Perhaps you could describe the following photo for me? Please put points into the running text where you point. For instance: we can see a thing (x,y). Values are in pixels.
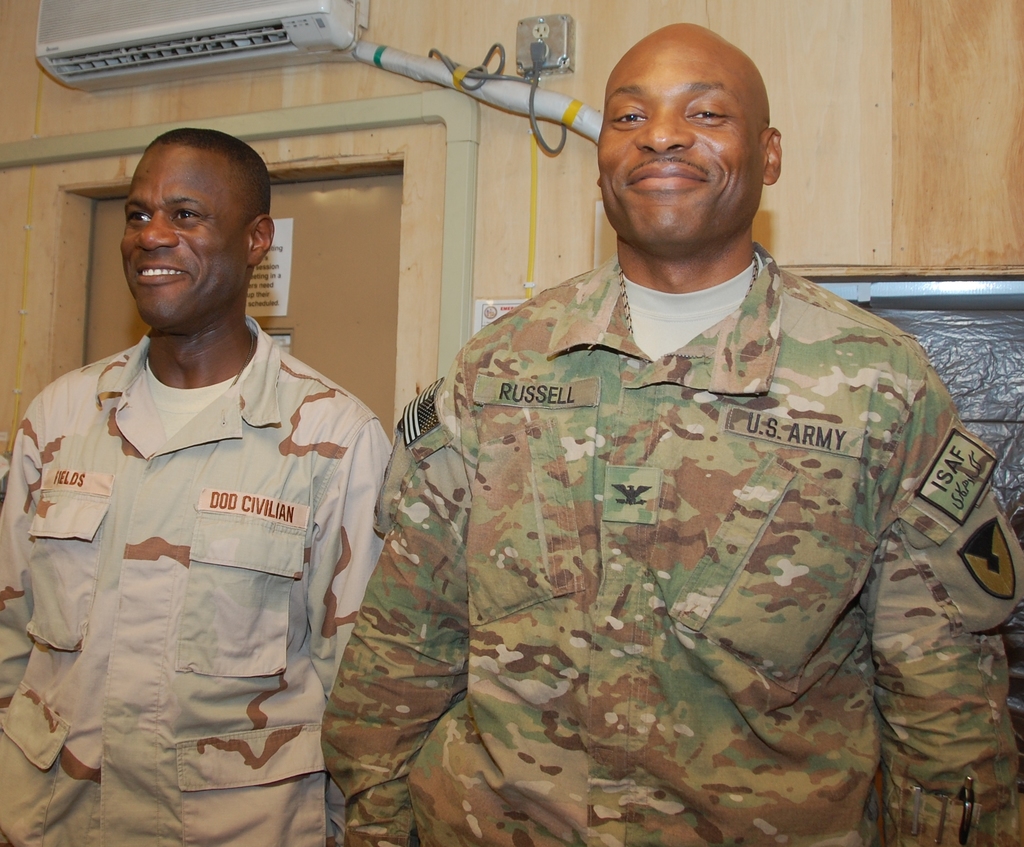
Here a man (786,675) is standing, he wore army dress (790,638) and also smiling. On the left side (263,531) another man (299,558) is there behind him there is a door (370,268).
